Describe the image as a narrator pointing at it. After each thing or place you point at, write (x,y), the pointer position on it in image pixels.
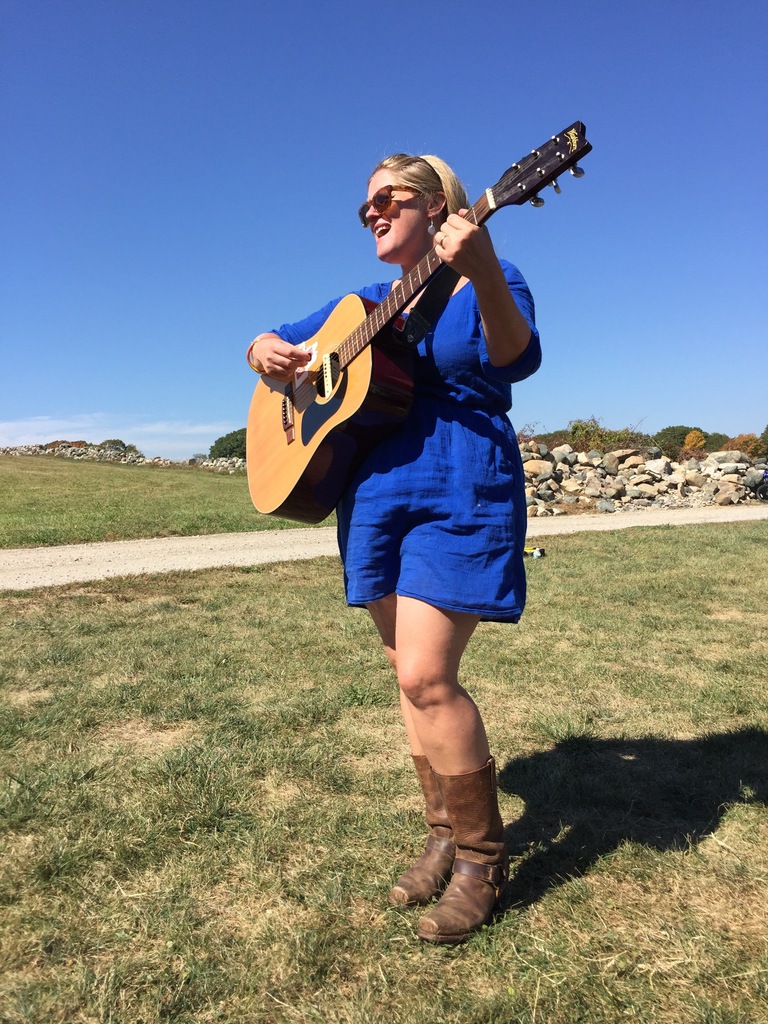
This image is clicked outside. There is a woman (343,515) wearing blue dress (409,494) and playing guitar (312,375). At the bottom (177,794), there is green grass (162,487). In the background (635,398), there are rocks (627,455), plants (633,433) and blue sky (654,253).
